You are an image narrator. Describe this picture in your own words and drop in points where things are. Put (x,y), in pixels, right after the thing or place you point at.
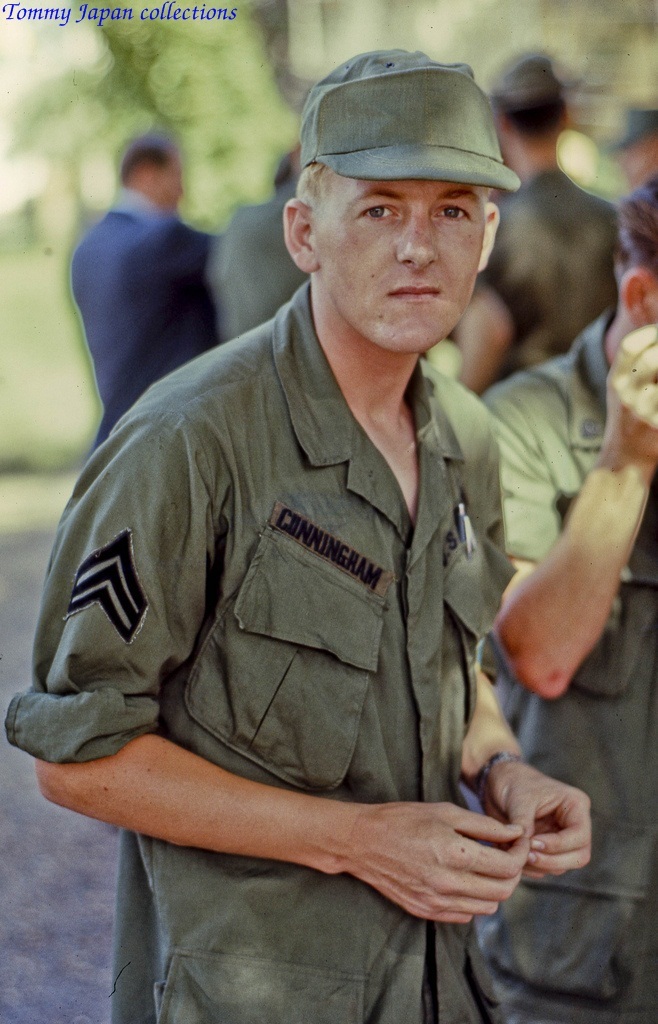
In the image there is a man (358,512), he is wearing a green uniform (322,595), behind the man (322,87) there are few other people (569,187). There is some text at the top left corner of the image (41,10).
